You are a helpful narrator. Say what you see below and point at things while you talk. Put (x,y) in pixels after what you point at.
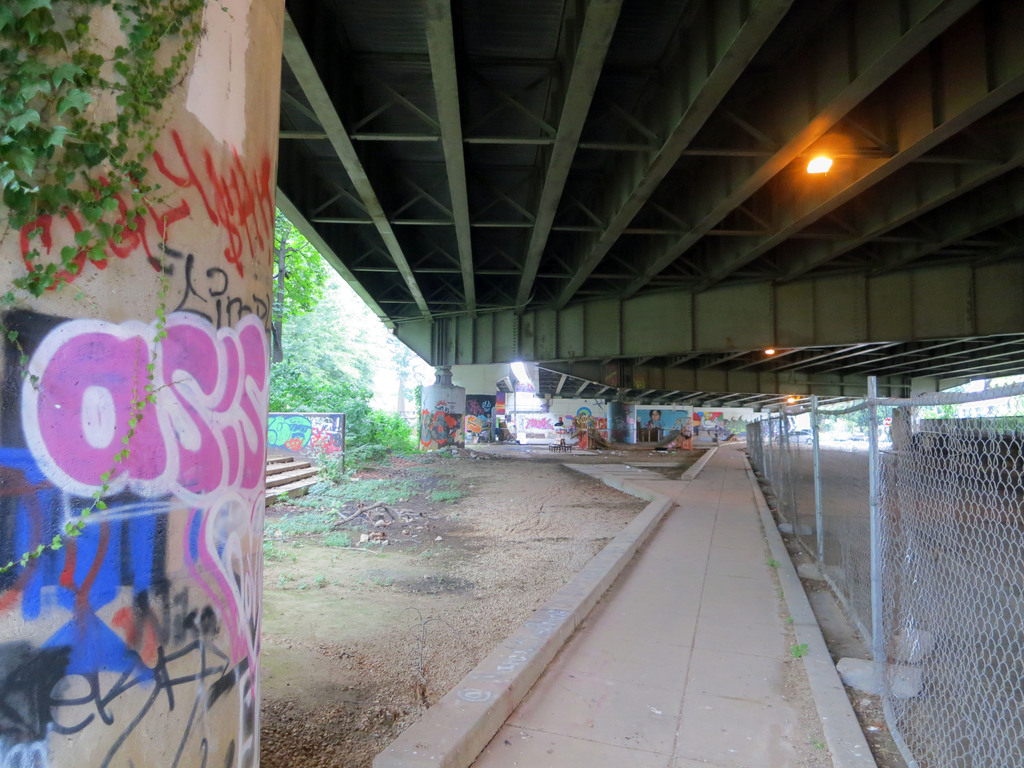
Graffiti (121,372) is on the wall (21,397). Here we can see trees (275,308). Right side of the image (851,428) there is a light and mesh (893,477).
